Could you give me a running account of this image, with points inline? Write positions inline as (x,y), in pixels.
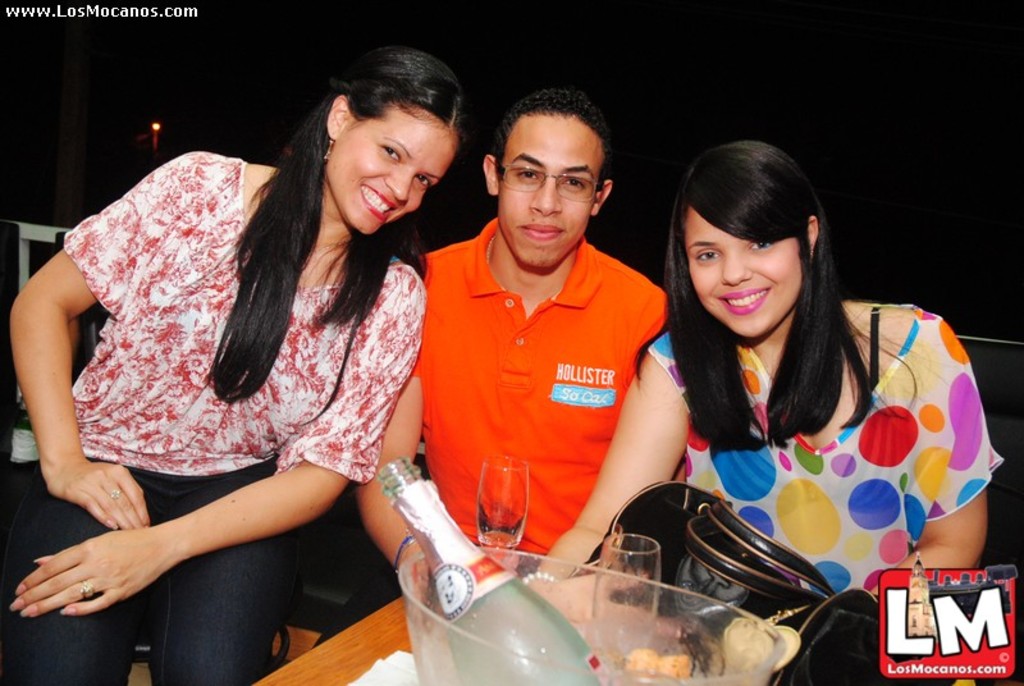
In this image we can see three persons (400,302) sitting. In front of the persons (566,439) we can see few objects (580,601). The background of the image (126,174) is dark. In the top left (159,10), we can see the text (121,10). In the bottom right (910,626) we can see an image (916,628) and text (942,618).
